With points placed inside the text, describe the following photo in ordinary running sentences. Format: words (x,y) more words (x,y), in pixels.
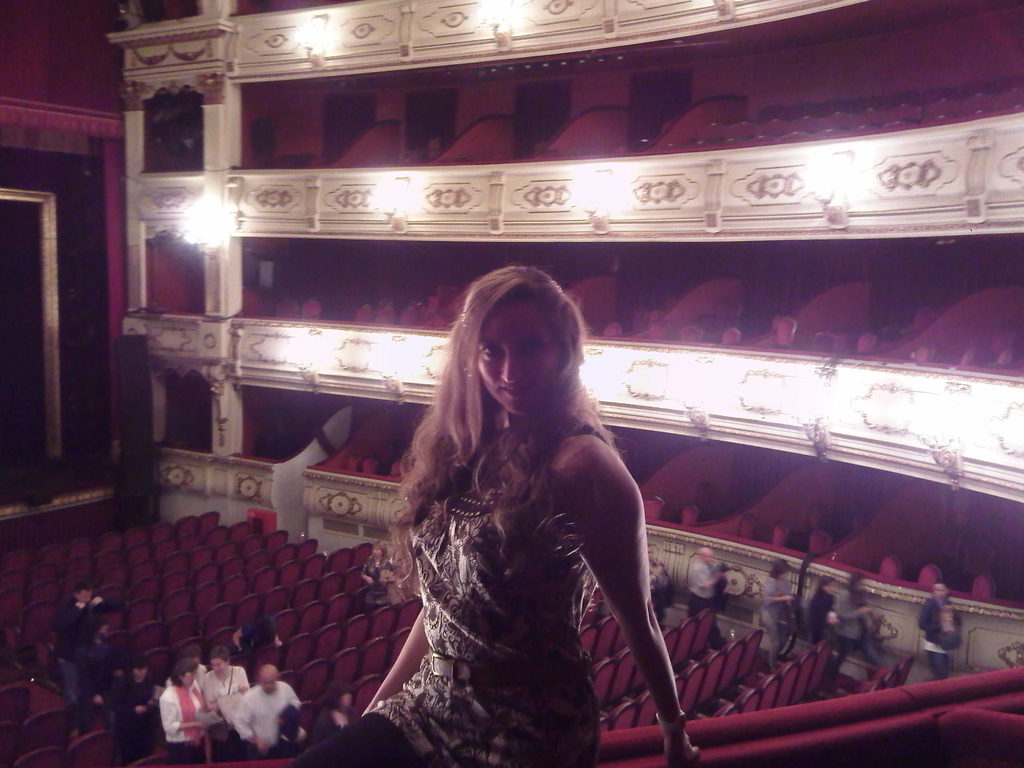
In this image I can see a woman (531,619) sitting. Also there are group of people (220,658), there are chairs (223,546), pillars (240,154), lights (304,341) and there are some other objects (217,488).
